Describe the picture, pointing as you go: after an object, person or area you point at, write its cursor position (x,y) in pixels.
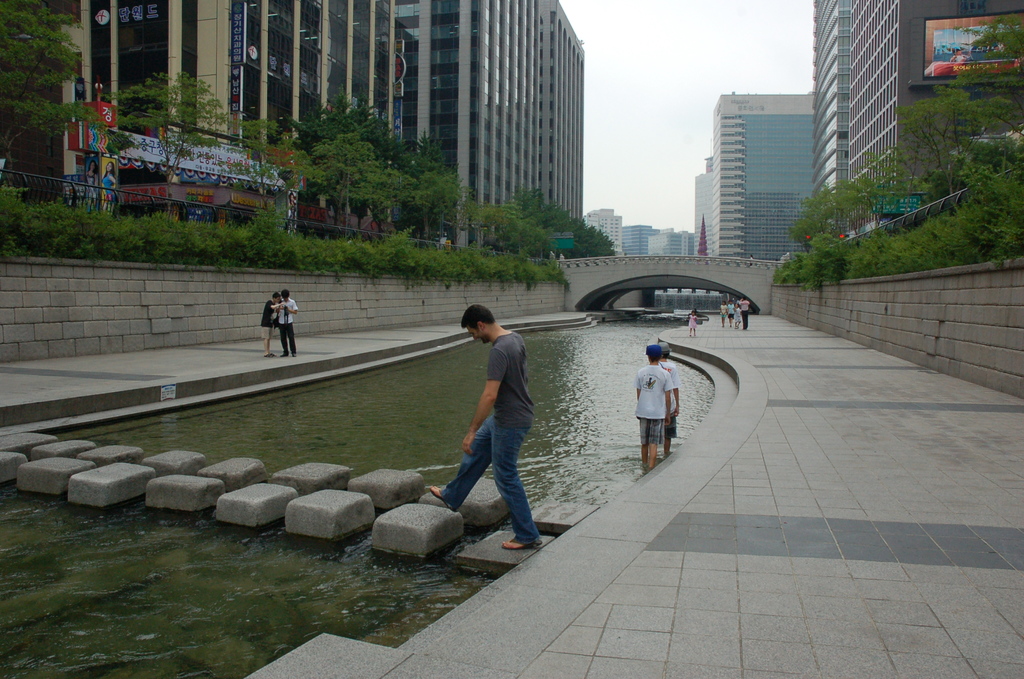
In this picture we can see a man (482,464) is walking on the stones (357,501) and two people (657,430) are standing in the water (614,444) and some other people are standing on the path (780,338). In front of the people (493,416) there is a bridge (634,266) and a sky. On the left (59,296) and right side of the people (293,322) there is a wall (387,323), trees (818,236) and buildings (464,137).
